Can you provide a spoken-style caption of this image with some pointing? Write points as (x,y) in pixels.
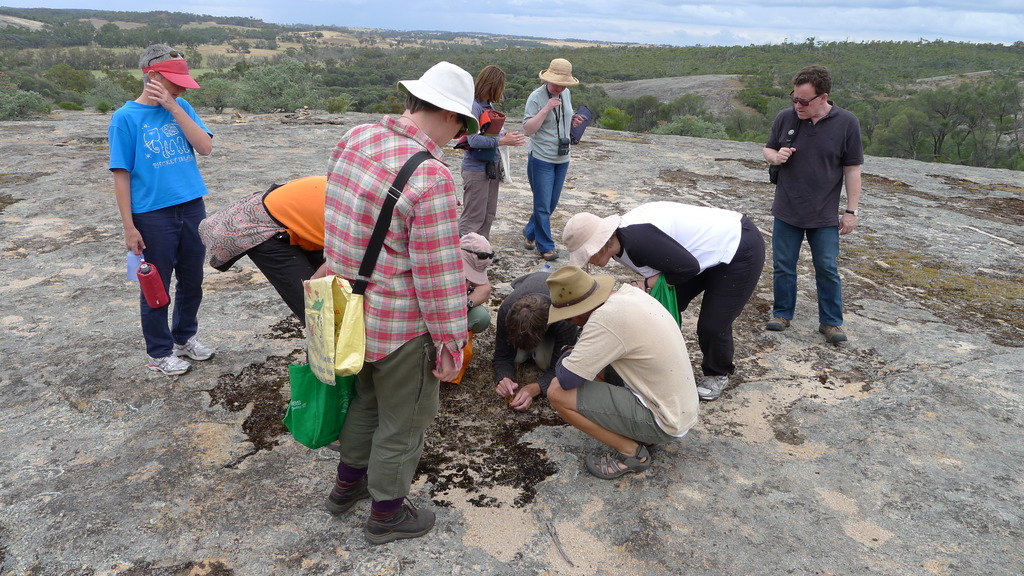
In the foreground of this image (536,226), there are persons (310,217) few are squatting and standing on the cliff (837,436). In the background (852,54), there are trees (261,57), sky (409,7) and the cloud (581,15).
